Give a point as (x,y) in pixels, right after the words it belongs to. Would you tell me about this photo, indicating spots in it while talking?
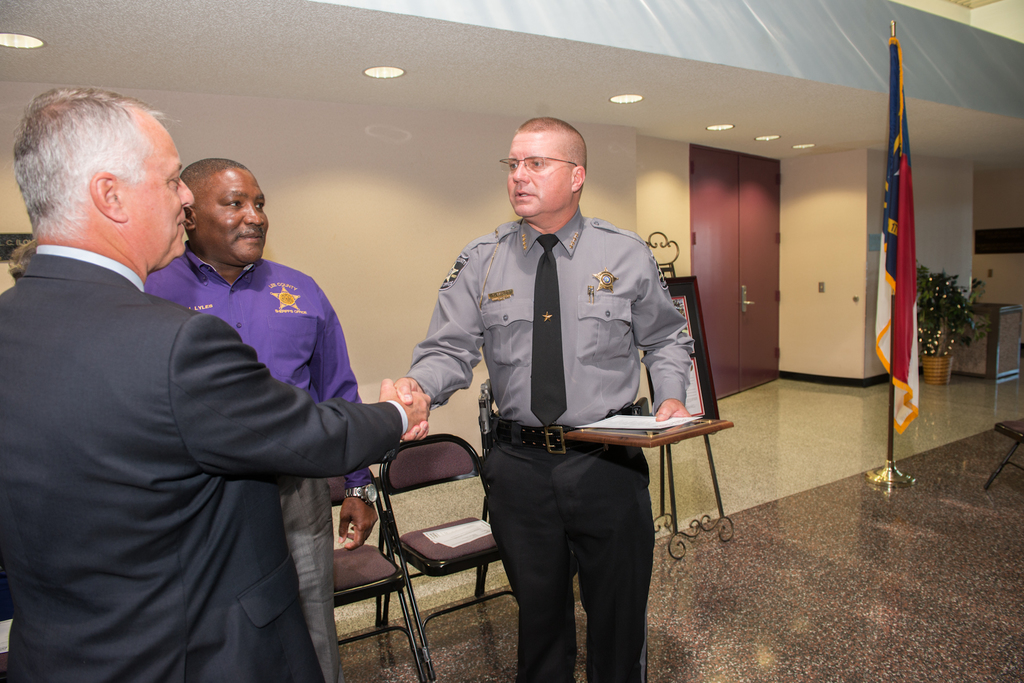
In this image I can see three people (231,314) with different color dresses (212,288) and one person (464,334) is holding something. To the side of these people (509,544) there are chairs (429,471) and boards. To the right (907,351) I can see the flag (897,359), flower pot (943,334) and the door (719,374). In the background (370,152) I can see the wall (429,210) and the lights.
